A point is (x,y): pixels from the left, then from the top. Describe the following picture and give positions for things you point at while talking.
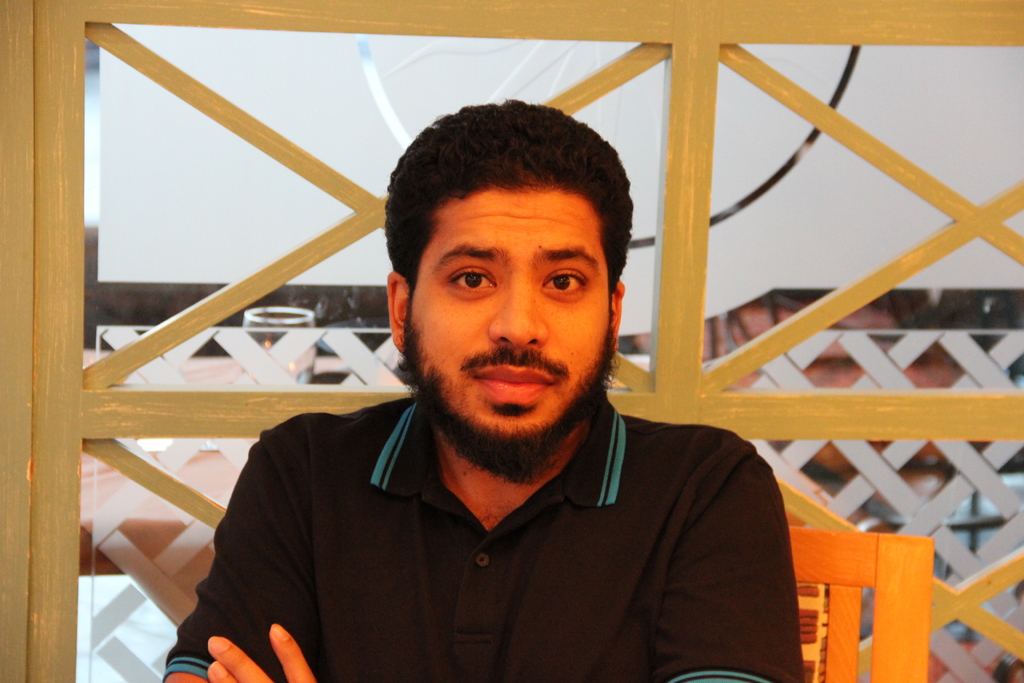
In this image I can see the person (398,549) with black color dress (389,566). In the background (218,500) I can see the glass (143,494). Through the glass (261,379) I can see the tables (208,379). On one of the table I can see the glass (249,321).
